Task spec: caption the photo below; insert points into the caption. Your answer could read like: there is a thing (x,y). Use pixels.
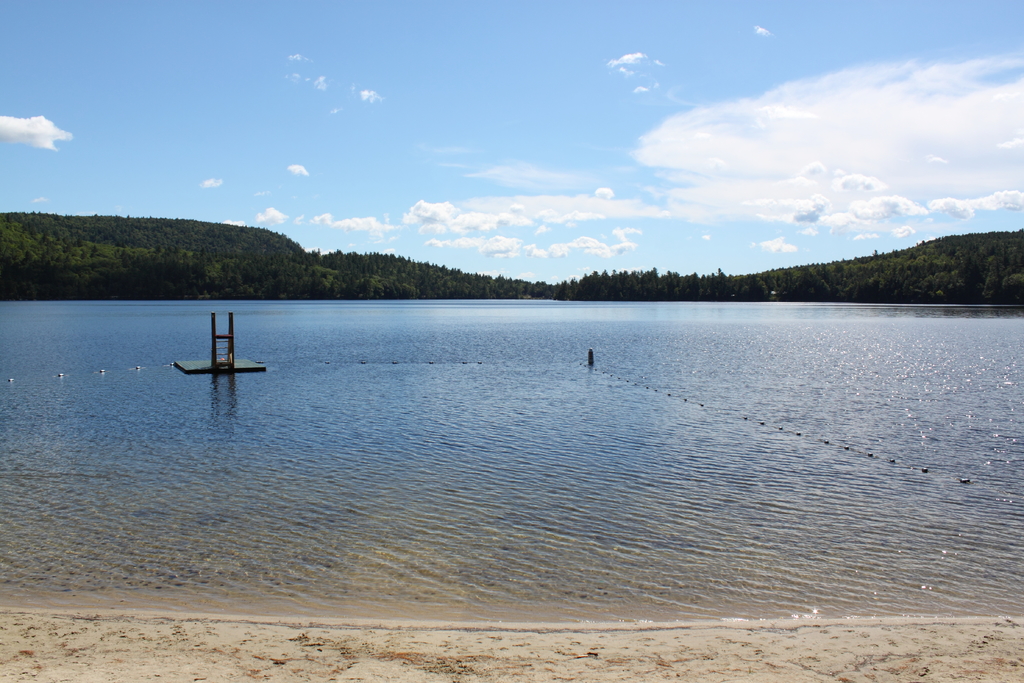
In the center of the image (541,315) we can see water (381,305) and one pole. And we can see some object (241,372) in the water (223,329). In the background (233,245) we can see the sky (449,69), clouds (494,243), hills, trees (567,287) etc.
